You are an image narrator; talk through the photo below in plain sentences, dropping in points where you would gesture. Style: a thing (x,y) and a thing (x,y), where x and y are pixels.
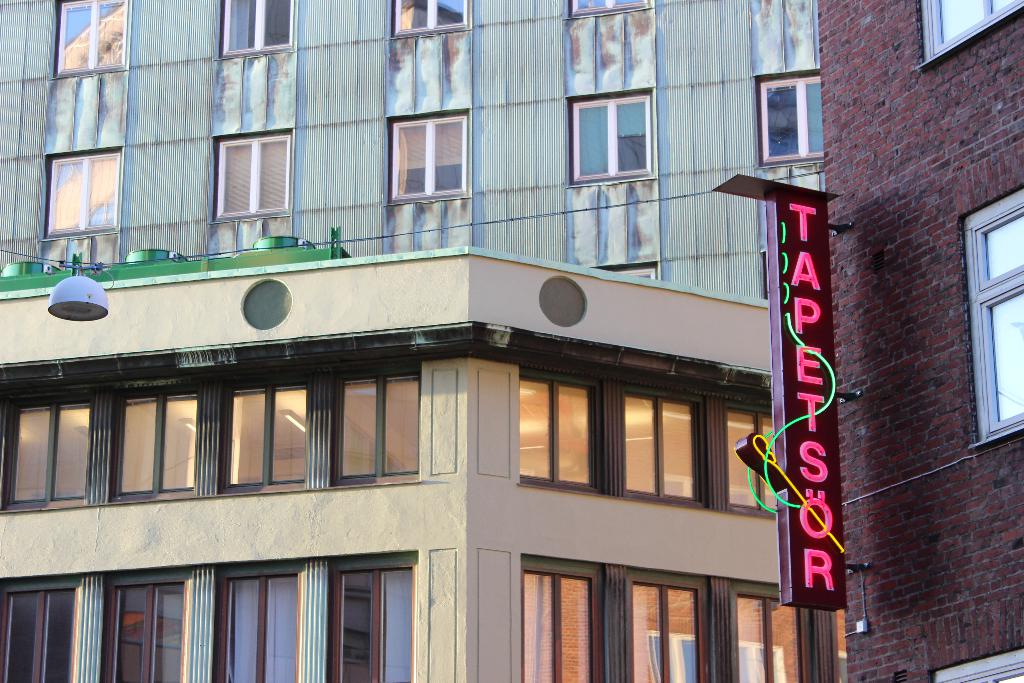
In this image there are some buildings (356,490), windows (978,5), wire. On the left side (77,293) there is some object (68,307), and on the right side (817,593) there is a board (786,447). On the board (798,436) there is text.
